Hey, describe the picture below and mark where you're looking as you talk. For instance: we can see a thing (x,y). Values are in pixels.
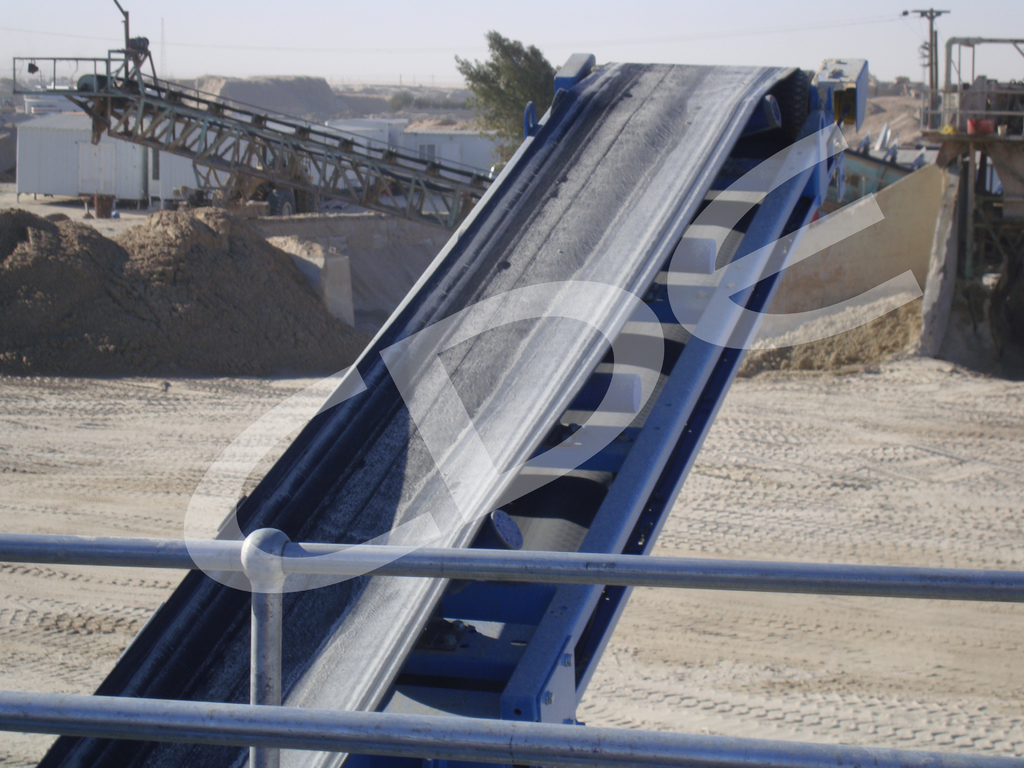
In the picture I can see the construction equipment (476,525). I can see the metal fence (761,765) at the bottom of the picture (669,755). I can see the sand (271,329) on the left side (172,224). I can see the metal shed house constructions (118,148) on the top left side of the picture (248,119). I can see a tree (510,149) at the top of the picture (499,108).
